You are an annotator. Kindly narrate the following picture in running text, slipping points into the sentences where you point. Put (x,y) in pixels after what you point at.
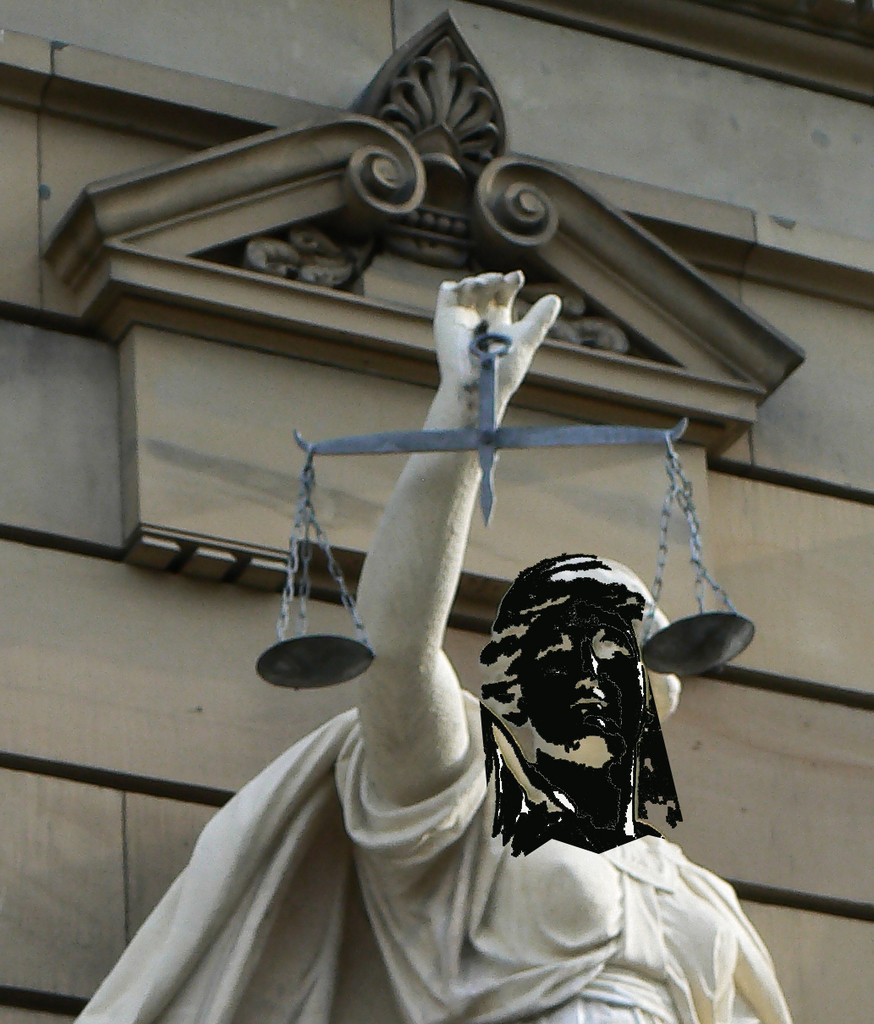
In this image there is a statue (635,771) in the middle (575,640). There is a black colour painting (569,665) to the face (544,673) of the statue (615,604). There is a weighing machine (502,432) which is attached to the hand (475,329) of the statue (494,285). In the background (235,214) there is a building (132,398).
